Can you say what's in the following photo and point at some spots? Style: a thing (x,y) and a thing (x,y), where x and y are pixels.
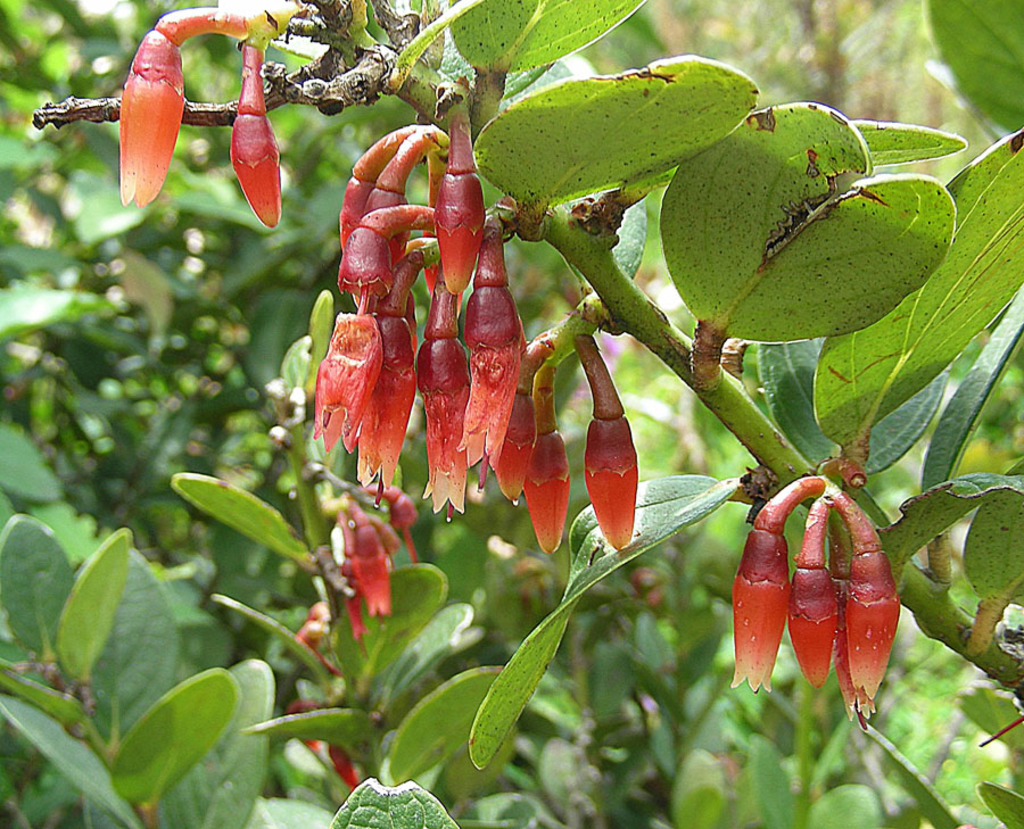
This picture contains a tree (687,488) which has flowers (456,415) and flower buds (449,240). In the background (242,359), it is blurred.
